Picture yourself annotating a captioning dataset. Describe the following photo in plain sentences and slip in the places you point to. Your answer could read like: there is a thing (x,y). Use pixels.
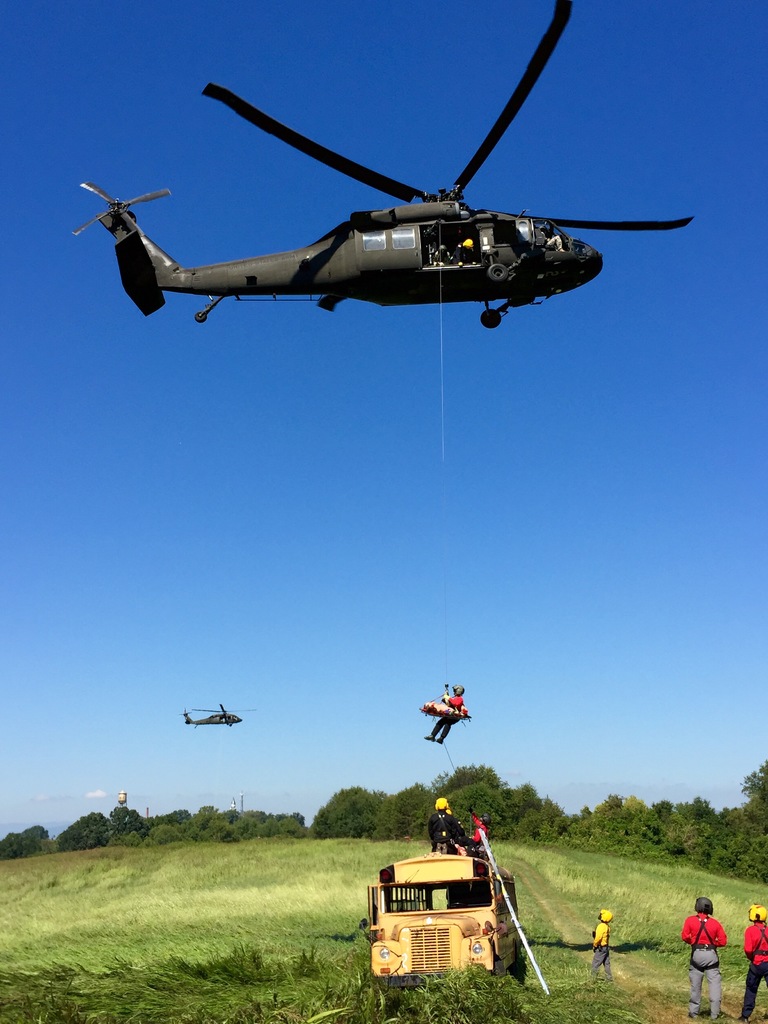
This is an outside view. At the bottom (456,952) there is a vehicle (461,911) and few people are standing. In the background (352,814) there are many trees (247,830). On the ground (159,937), I can see the grass (181,935). At the top of the image (386,232) there is a helicopter (405,278) flying in the air (369,327) and also I can see a person (454,701) is hanging on a rope (446,680). At the top of the image (259,86) I can see the sky (208,64) in blue color. In the background (215,712) there is one more helicopter (221,719) flying in the air (728,719) towards the right side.
